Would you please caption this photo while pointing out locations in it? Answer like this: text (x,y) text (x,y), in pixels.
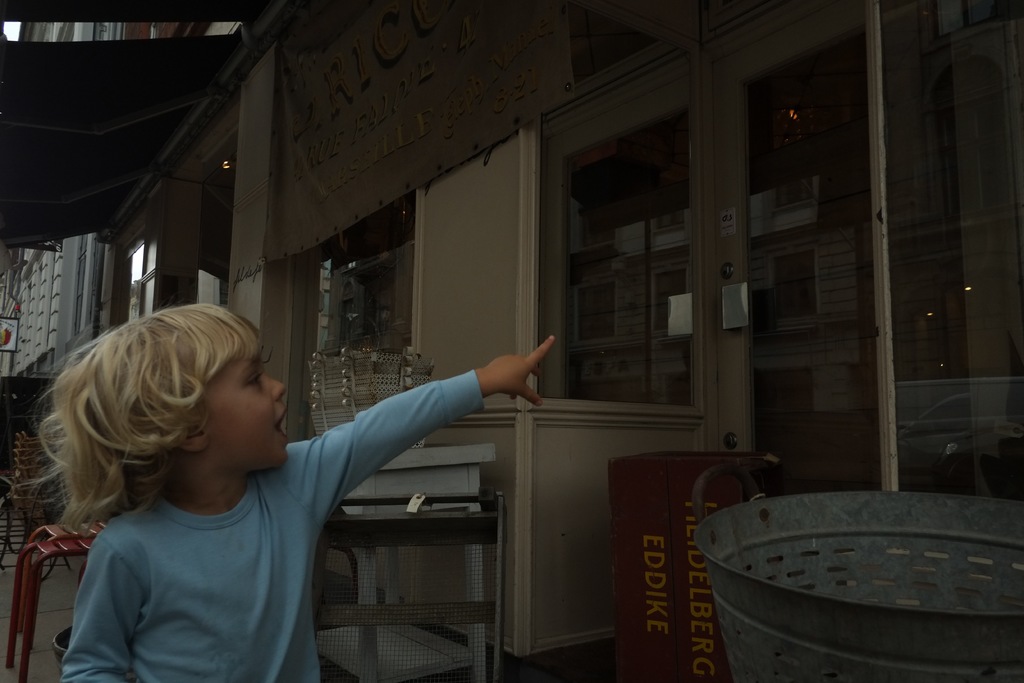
In this picture there is small girl (163,405) on the left side of the image (155,395) in front of a glass window (615,226) and there are tables (499,503) and chairs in the background area of the image (489,519), there is a roof (167,72) in the top left side of the image (176,89), it seems to be a stall (203,112).
